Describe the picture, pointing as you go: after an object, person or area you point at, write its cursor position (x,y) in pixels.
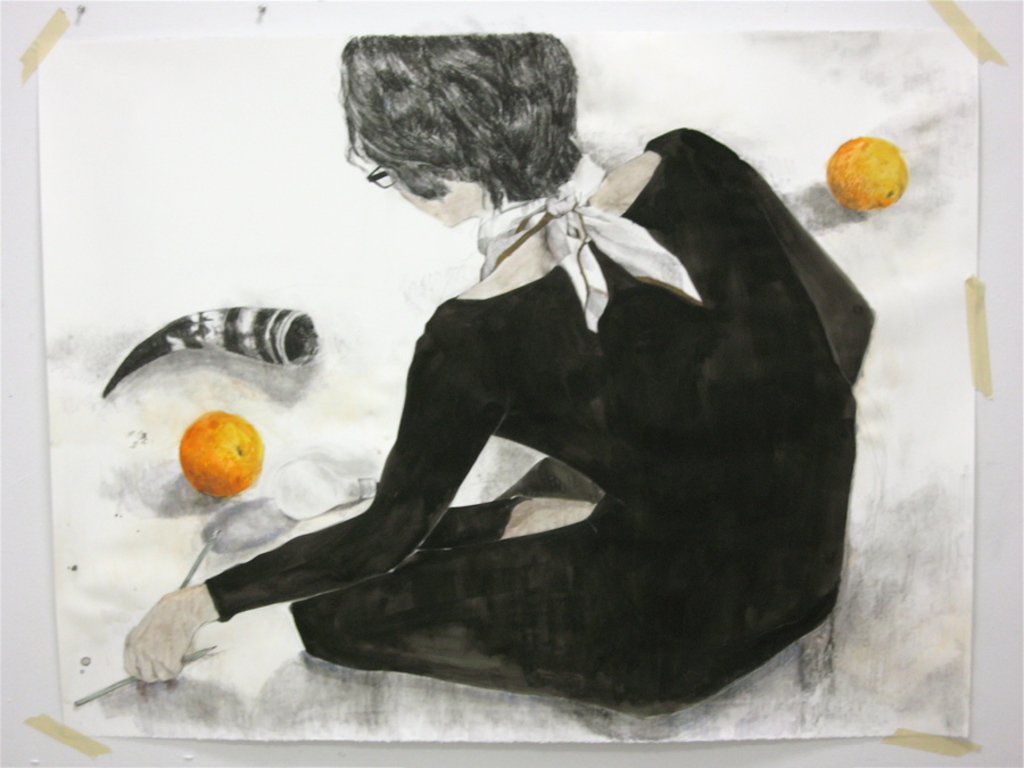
In the picture I can see a painting (737,383) attached to the wall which has a person (696,397) wearing black dress (646,462) and there is an orange (187,457) on either sides of her and there is a bulb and some other objects (305,339) in front of her.
